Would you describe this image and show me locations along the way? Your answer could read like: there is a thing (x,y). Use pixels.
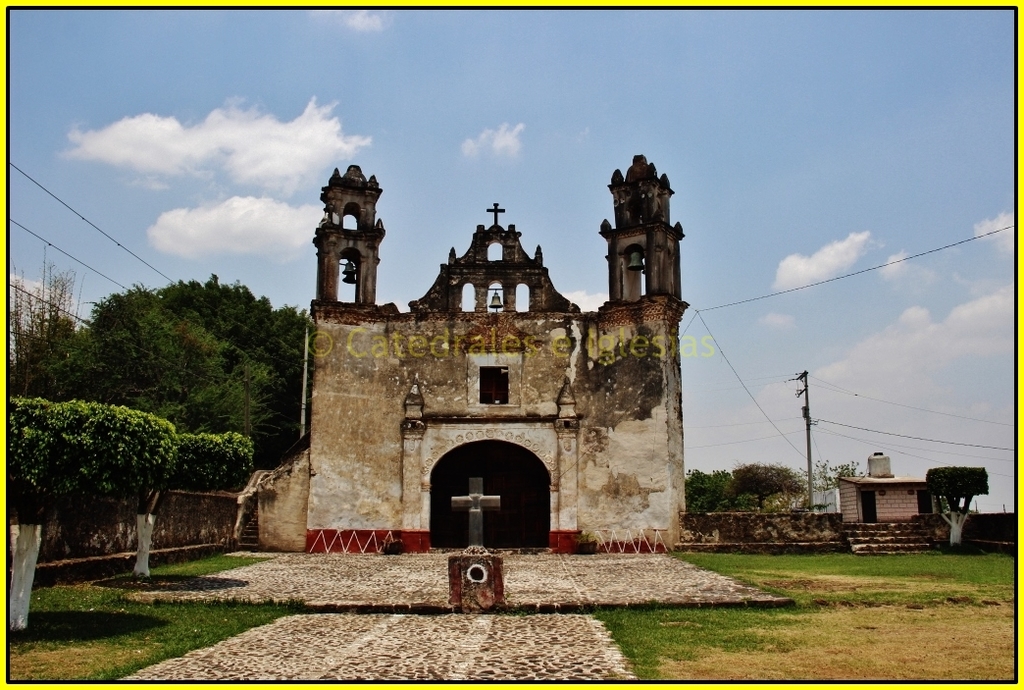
In this image we can see a building (483,417) looks like a church (502,240), there are few bells (496,306) and a cross statue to the building (488,348) and there is a cross statue (478,547) in front of the building (505,529), there are few trees (819,471), stairs (902,534), a room (848,500), a pole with wires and the sky (816,196) with clouds (233,215) in the background (846,177).
